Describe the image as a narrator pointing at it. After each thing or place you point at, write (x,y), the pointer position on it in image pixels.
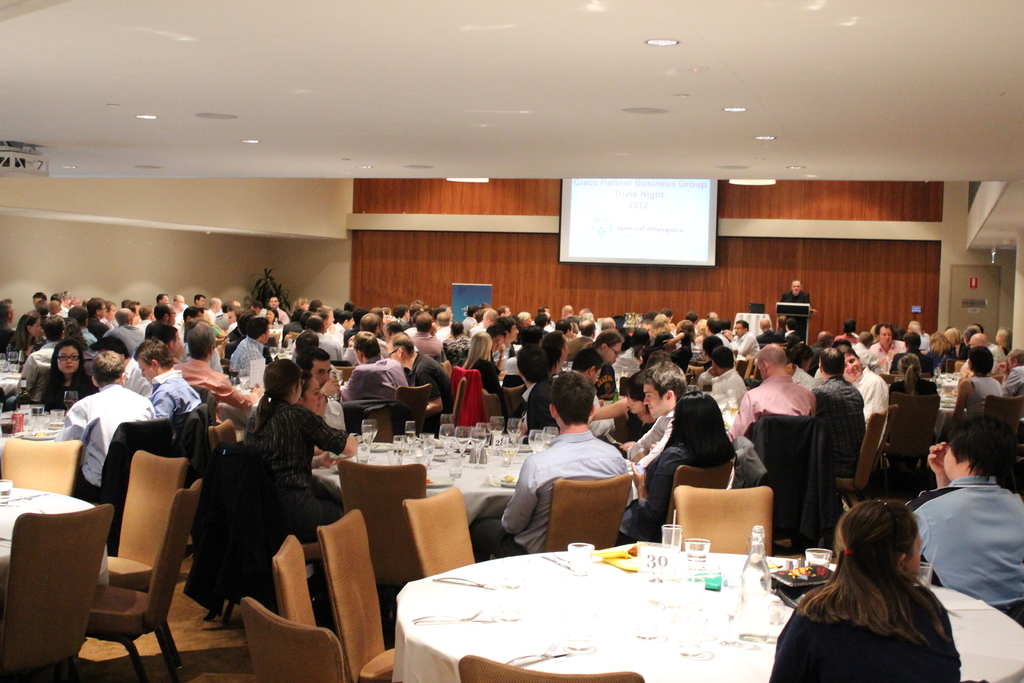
people (536,372) are sitting. in the front (560,638) there is a table (535,625) on which glasses (693,556) are kept. at the back (786,291) a person (797,297) is standing. behind him a projector screen (622,221) is being displayed.
